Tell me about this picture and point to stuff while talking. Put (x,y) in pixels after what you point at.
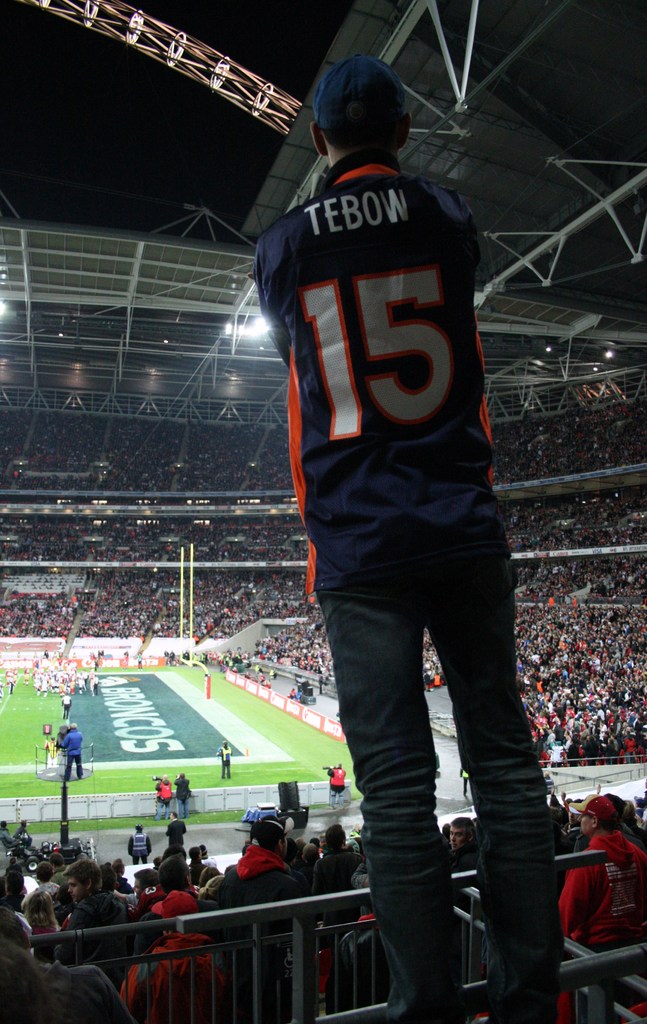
This is a picture of a stadium (430,166), where there is a person (519,796) standing, there are iron rods (589,1023), group of people (68,528), there are lights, lighting truss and in the background (249,197) there is sky (242,174).
